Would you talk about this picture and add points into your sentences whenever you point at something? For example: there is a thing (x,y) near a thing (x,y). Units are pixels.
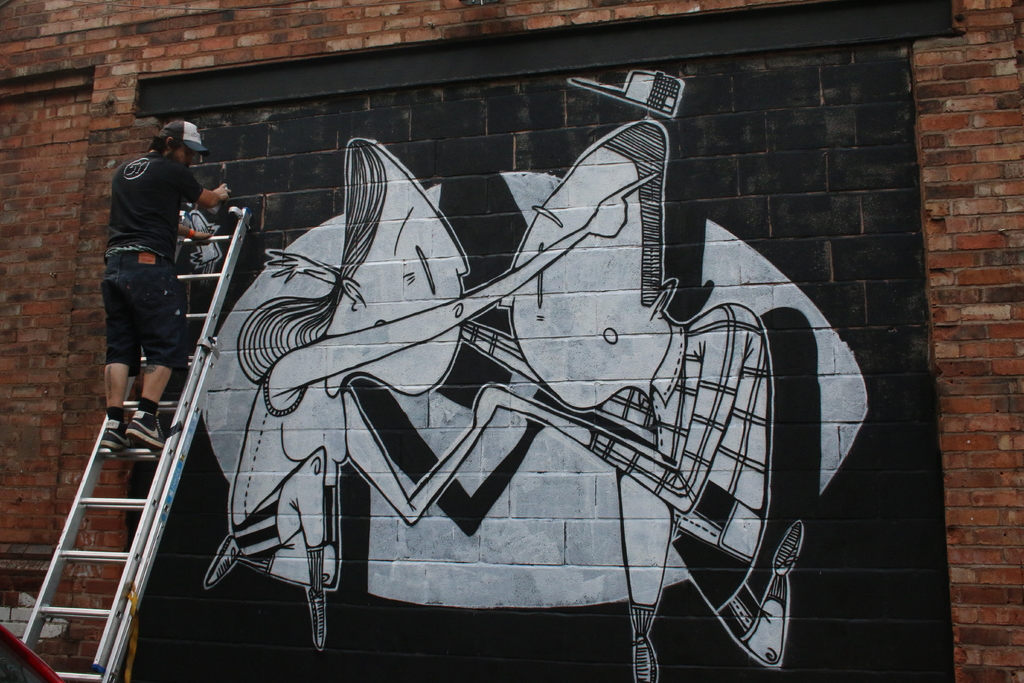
In this image, we can see a brick wall (122,479), there is a man (176,342) standing on the ladder (212,240) and he is making a painting (450,205) on the wall (531,395).
